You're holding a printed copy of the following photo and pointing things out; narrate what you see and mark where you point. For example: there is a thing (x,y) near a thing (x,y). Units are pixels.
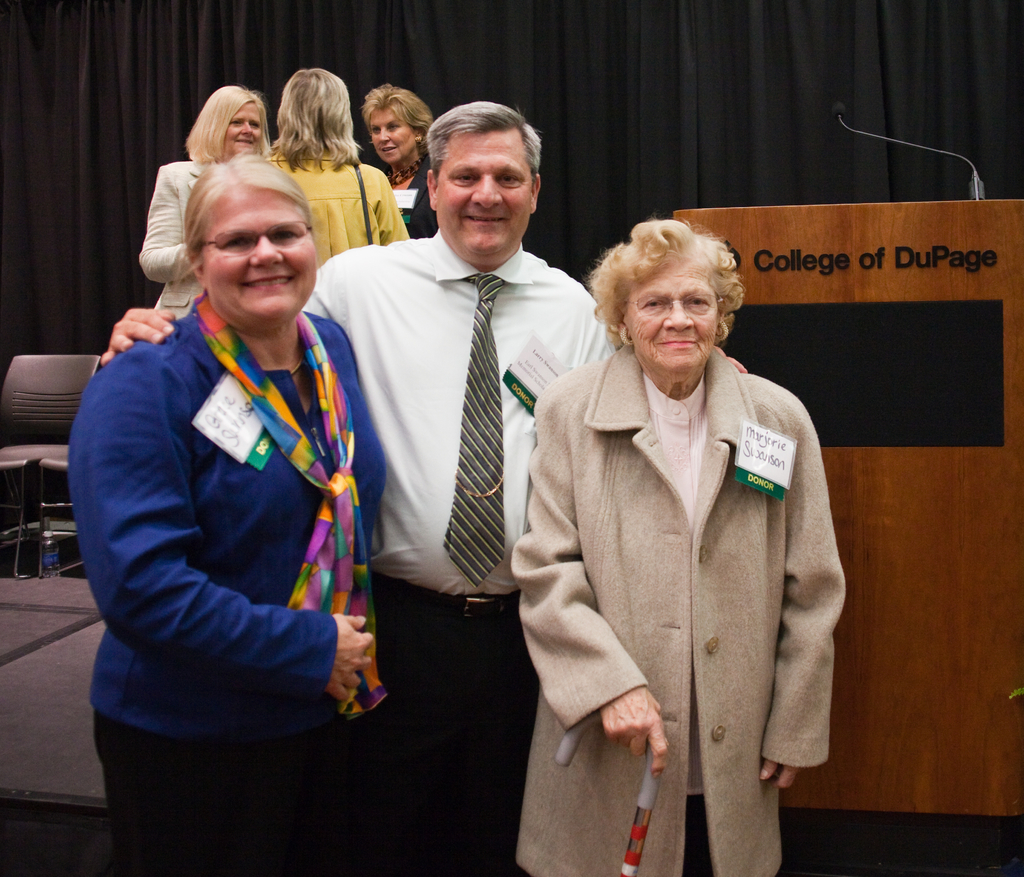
In this image we can see a group of people (596,642). In the foreground of the image (687,654) we can see three people (550,663) are standing and taking a photograph. On the top of the image (242,149) we can see three people (329,131) are talking to each other.
